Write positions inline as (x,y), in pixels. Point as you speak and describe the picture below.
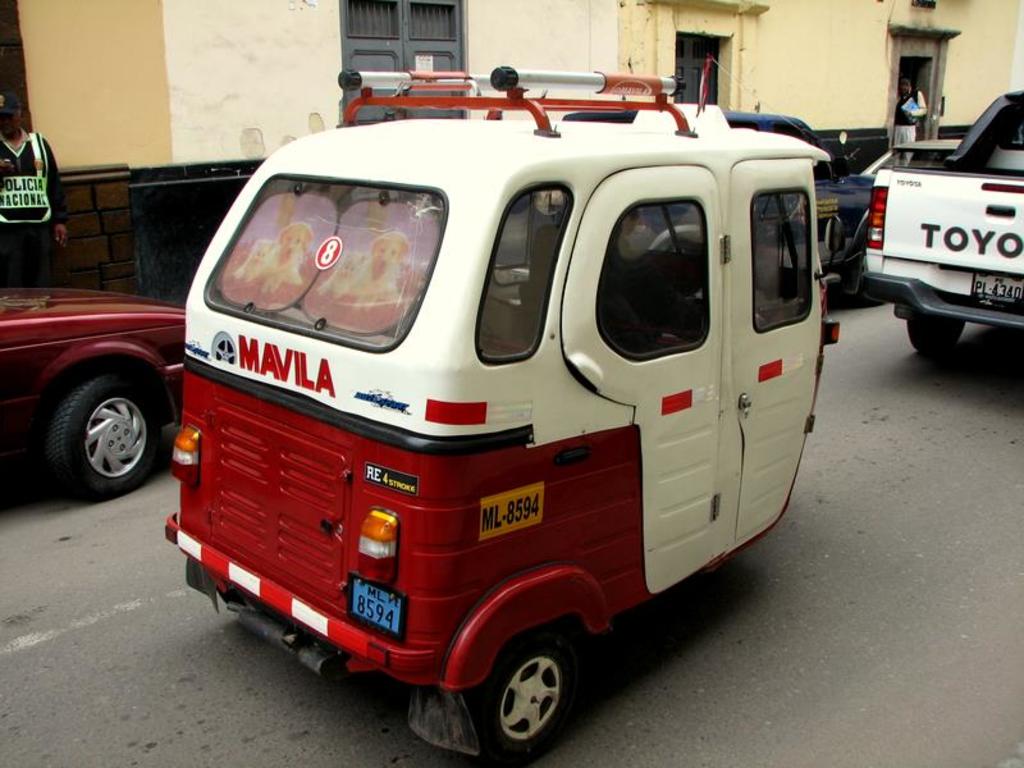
In this image there is white and red color auto (498,472) riding on the road (889,462). In front there is a white van (921,302) and behind we can see a yellow color house (581,65) with grey color doors (438,41).
